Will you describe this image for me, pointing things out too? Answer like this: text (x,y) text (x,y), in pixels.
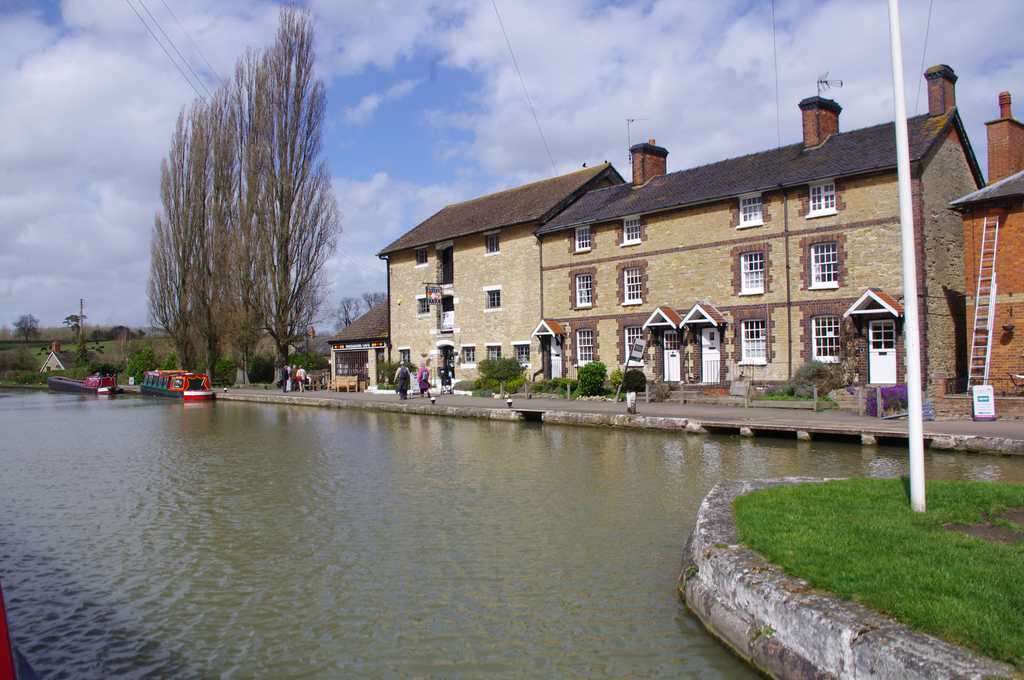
At the bottom of the image (223,508) there is water (292,555). To the right sides of the image there are houses (597,319) with windows (347,372) and doors (891,343). There is a road (494,401). There are people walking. To the right side of the image (841,525) there is grass (929,514). There is a pole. In the background of the image (275,203) there are trees (291,232), sky (331,130) and clouds (195,32).
